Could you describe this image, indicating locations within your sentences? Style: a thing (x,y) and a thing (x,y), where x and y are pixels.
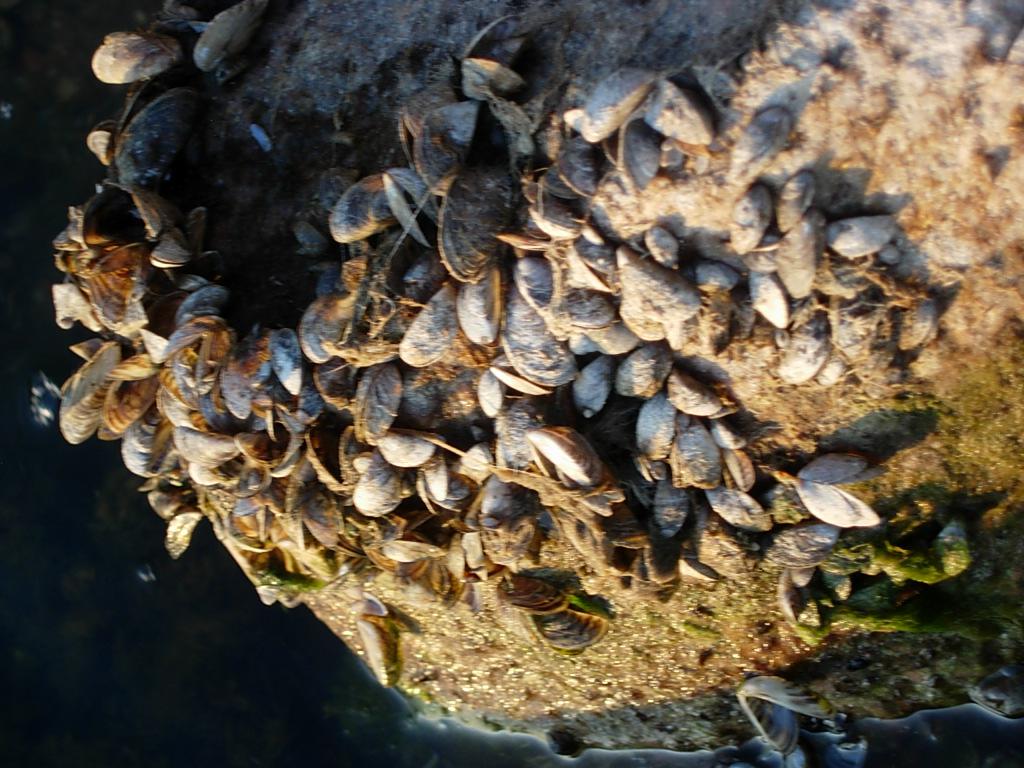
Here I can see the shells (709,378) on the ground (925,37). On the left side (140,656) there are some water (141,648).
